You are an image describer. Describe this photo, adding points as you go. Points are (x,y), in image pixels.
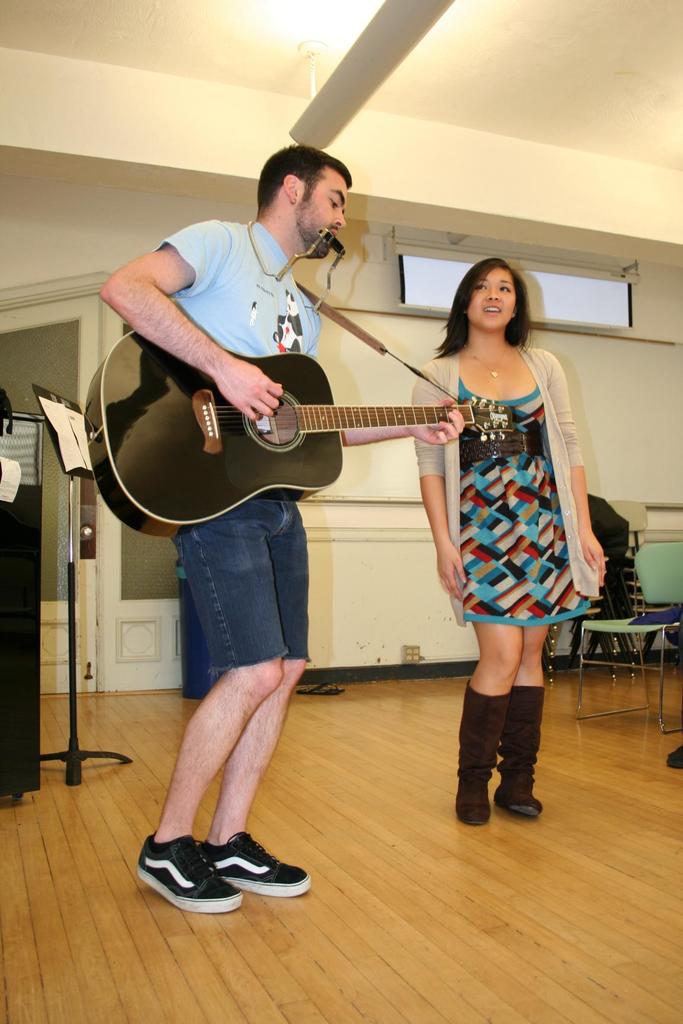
As we can see in the image there is a white color wall (645,392) and two people (457,556) standing over here. The man (275,504) who is standing here is holding guitar (211,451).
